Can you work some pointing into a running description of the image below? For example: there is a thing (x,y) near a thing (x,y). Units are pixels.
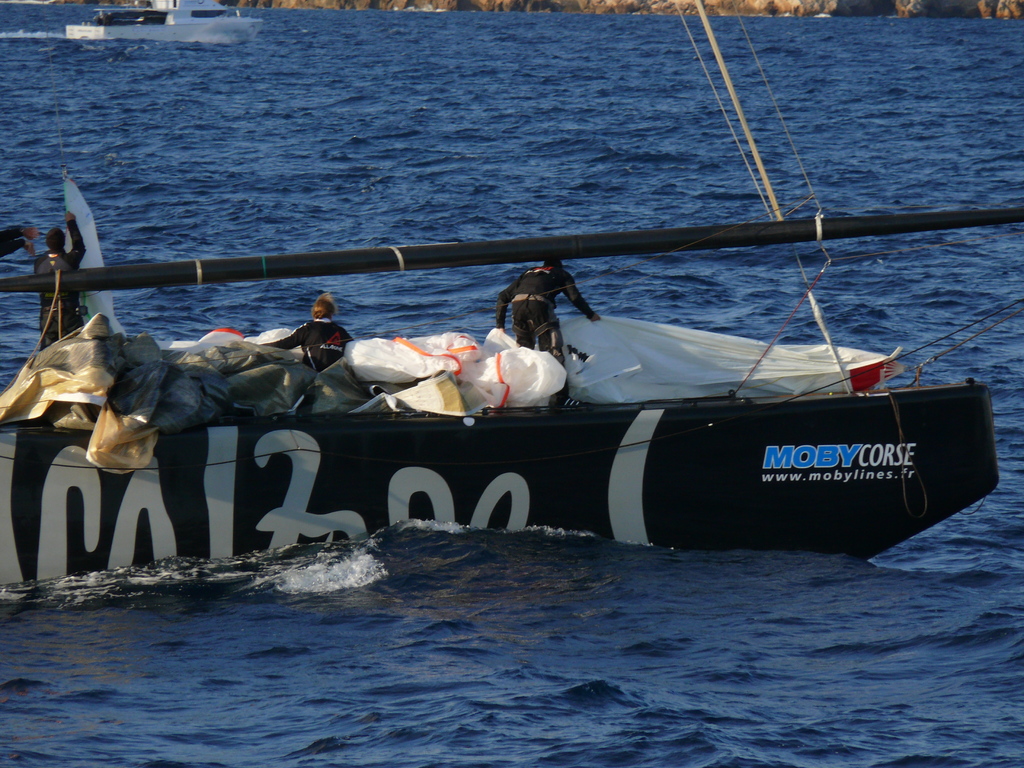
There are three people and the sheets (127,456) are in the boat (516,483). At the top of the image (146,29), I can see another boat (174,17) on the water (380,46). This water (459,107) is blue in color.
